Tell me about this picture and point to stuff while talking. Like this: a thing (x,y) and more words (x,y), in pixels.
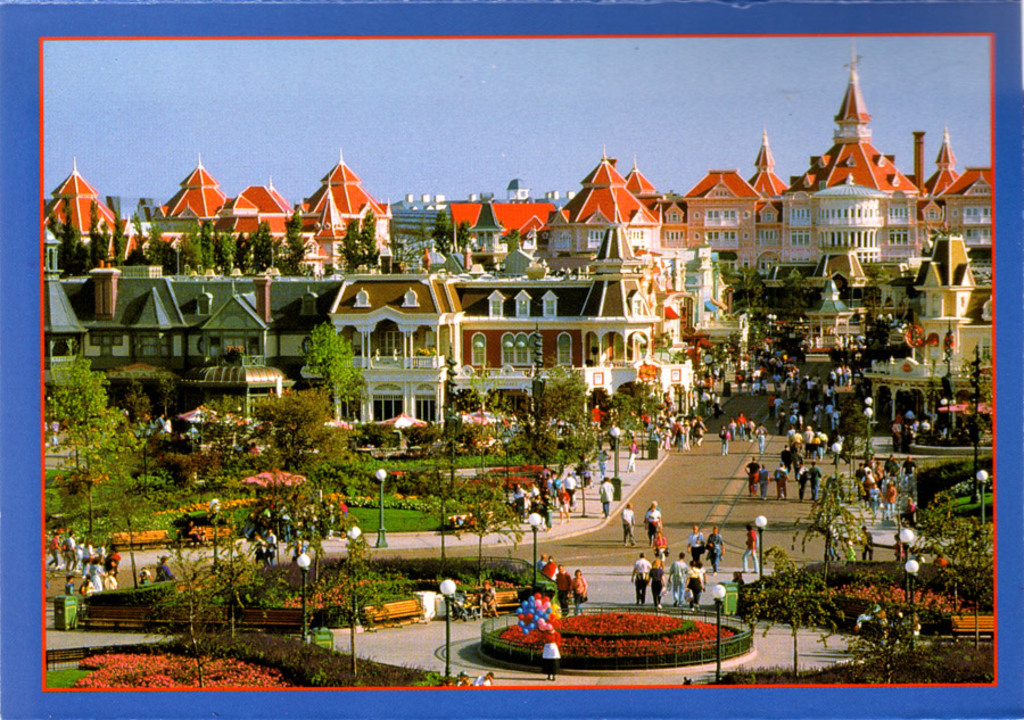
In the picture we can see a photograph (959,633) with blue color borders (1017,646) to it and in the photograph (966,617) we can see a garden (967,644) with grass surface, plants (959,567), poles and lights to it and some people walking on the path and some are standing and talking to each other and in the background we can see many buildings (512,330) with pillars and windows (529,338) in it and behind it we can see a sky (141,124).
